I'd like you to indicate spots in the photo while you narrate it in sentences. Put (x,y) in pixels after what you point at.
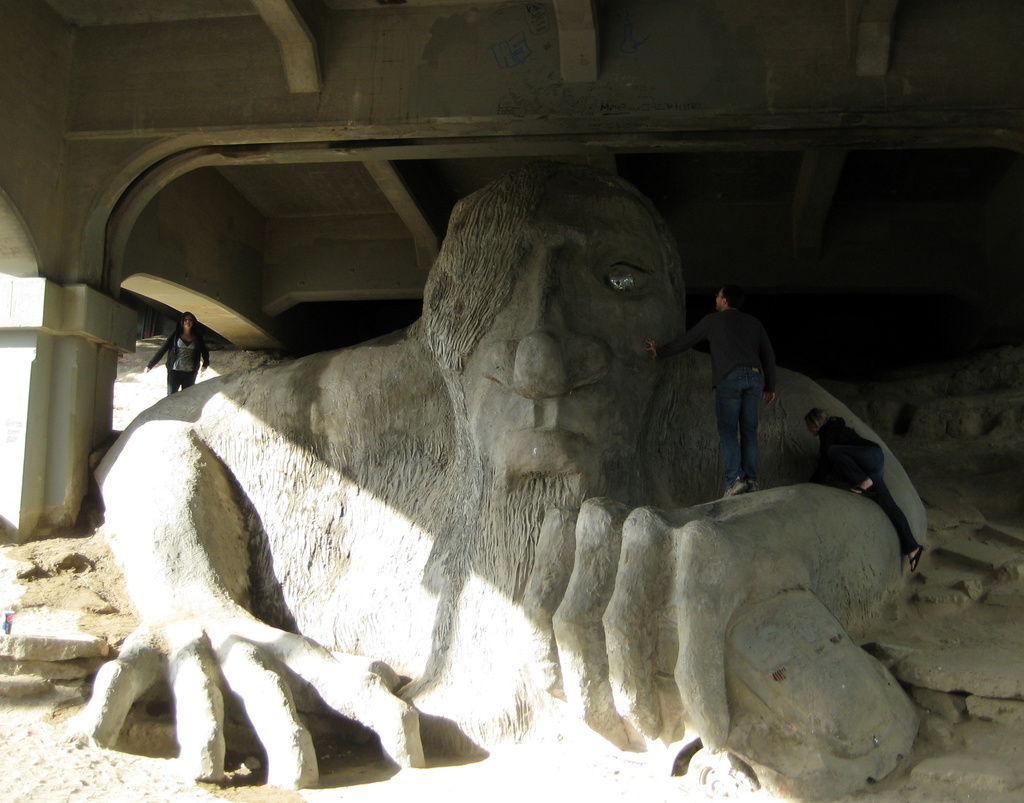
In the image there is a sculpture (507,476). On the sculpture (272,410) there are two persons (748,349). At the top of the image (848,103) there is roof (621,6) with pillars (40,335). On the ground (52,784) there are stones (978,569).
